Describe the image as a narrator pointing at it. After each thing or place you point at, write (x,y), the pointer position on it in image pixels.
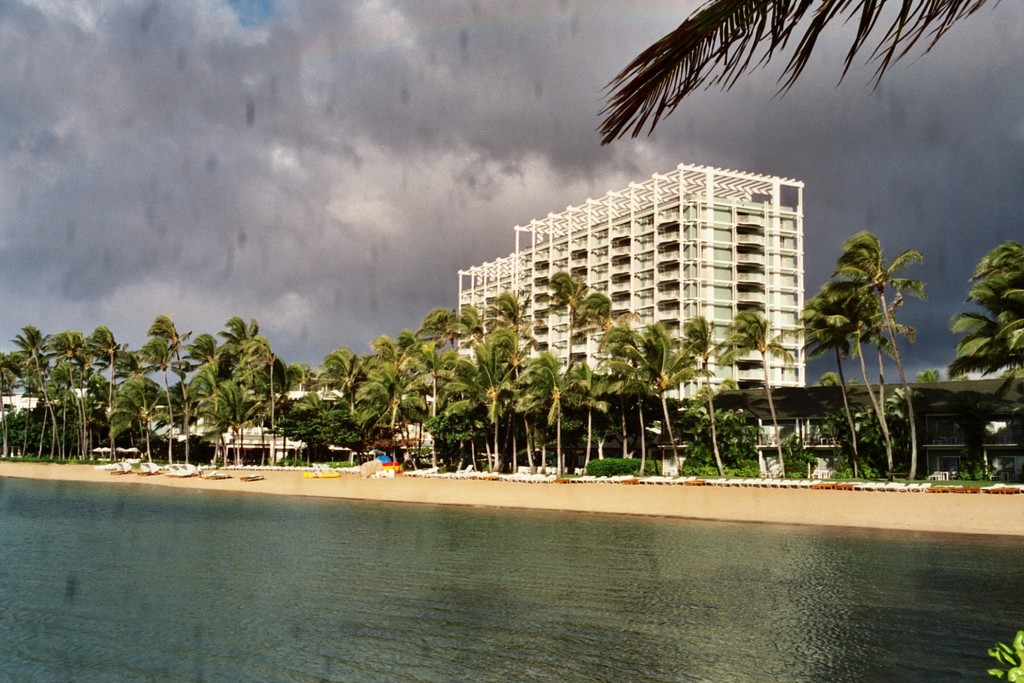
This is an outside view. Here I can see beach (366,499). At the bottom of the image (273,616) I can see the water (272,587). In the background (310,401) there are many trees (564,392) and buildings (709,261). At the top (129,166) I can see in the sky (267,124) and it is cloudy.
